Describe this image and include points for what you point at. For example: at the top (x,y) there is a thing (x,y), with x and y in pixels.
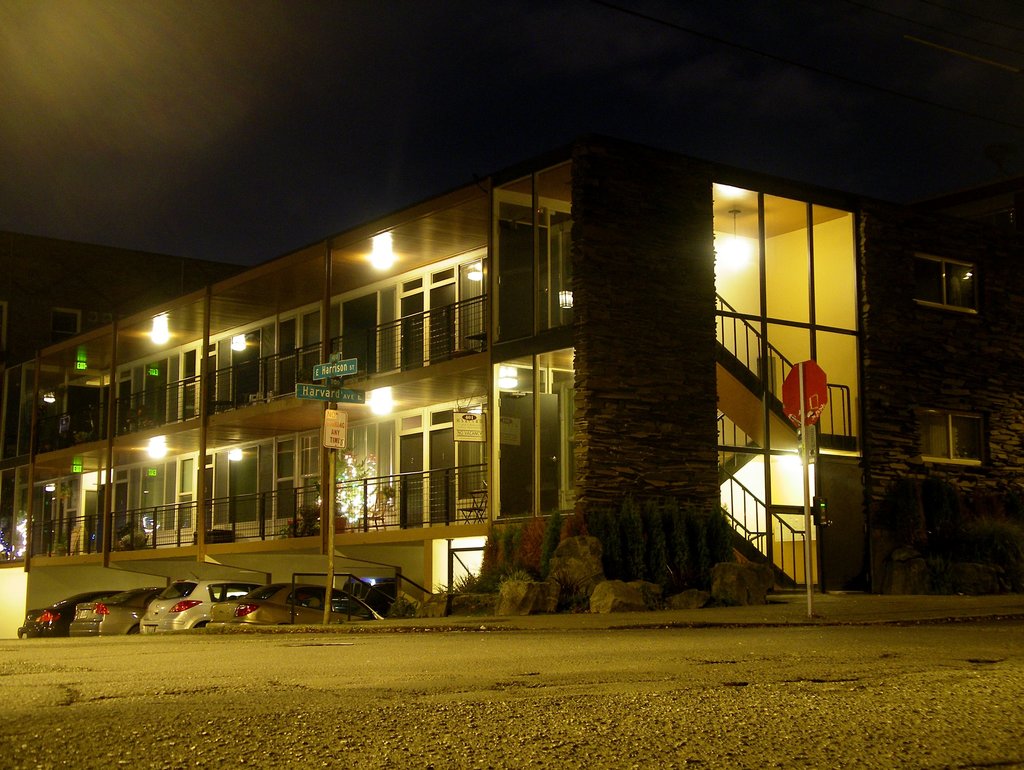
In this image I can see a building (410,333) in the background (680,242) and in the front of it I can see number of poles (109,518), number of boards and few vehicles (184,612). I can also see something is written on these boards (339,424) and on the building (231,283) I can see number of lights (471,267).
